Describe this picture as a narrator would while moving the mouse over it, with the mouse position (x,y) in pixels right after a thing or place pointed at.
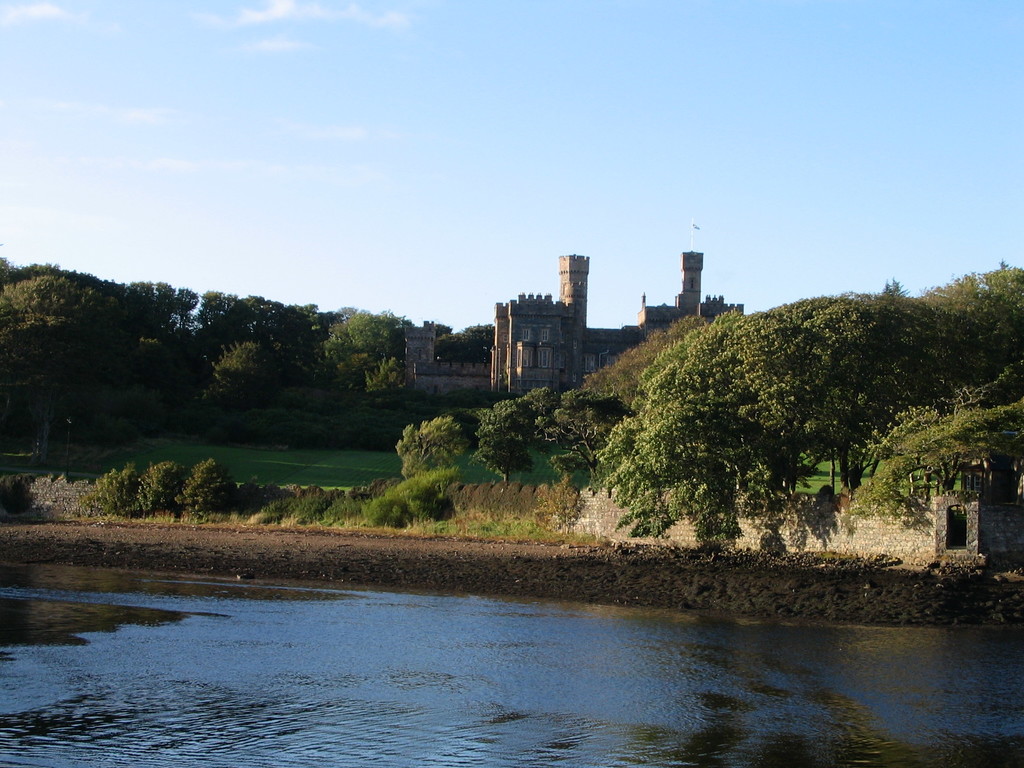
In this picture I can see the monument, beside that I can see many trees (666,392), plants (299,404) and grass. At the bottom (396,591) I can see the lake (402,607). At the top (340,100) I can see the sky (345,103) and clouds (365,9). At the top of the monument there is a flag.
